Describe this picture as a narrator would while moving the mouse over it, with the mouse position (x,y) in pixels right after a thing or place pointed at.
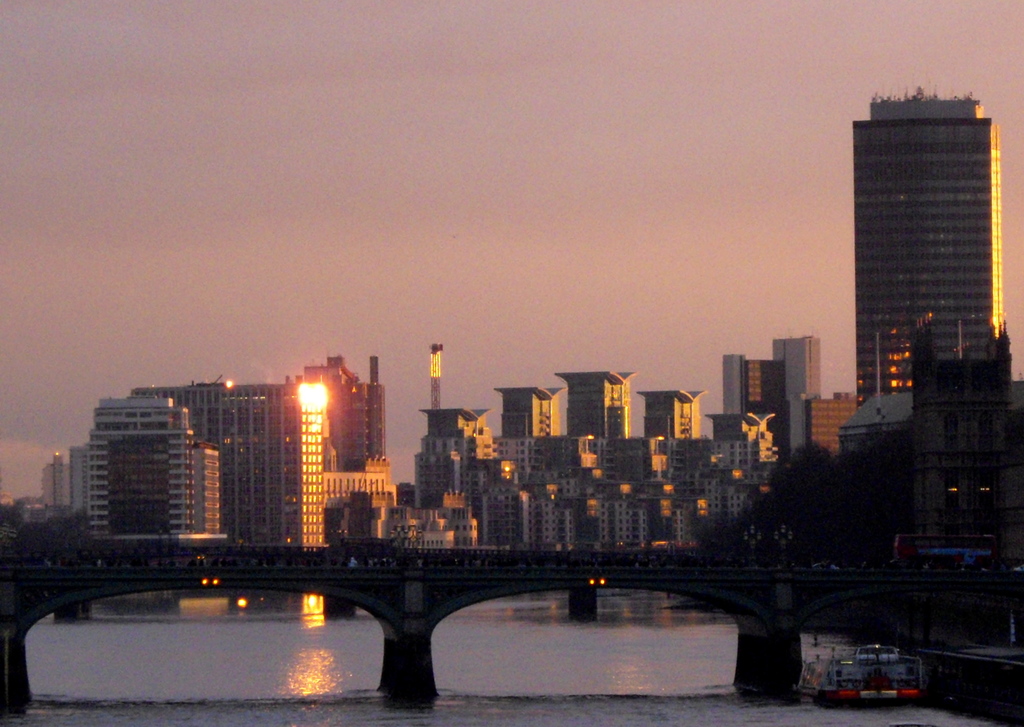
In this picture we can see the view of the city (255,455). In the front (197,584) there is a concrete and metal bridge (502,591). Behind there are many glass buildings (506,535) and above a clear sky (177,277).
